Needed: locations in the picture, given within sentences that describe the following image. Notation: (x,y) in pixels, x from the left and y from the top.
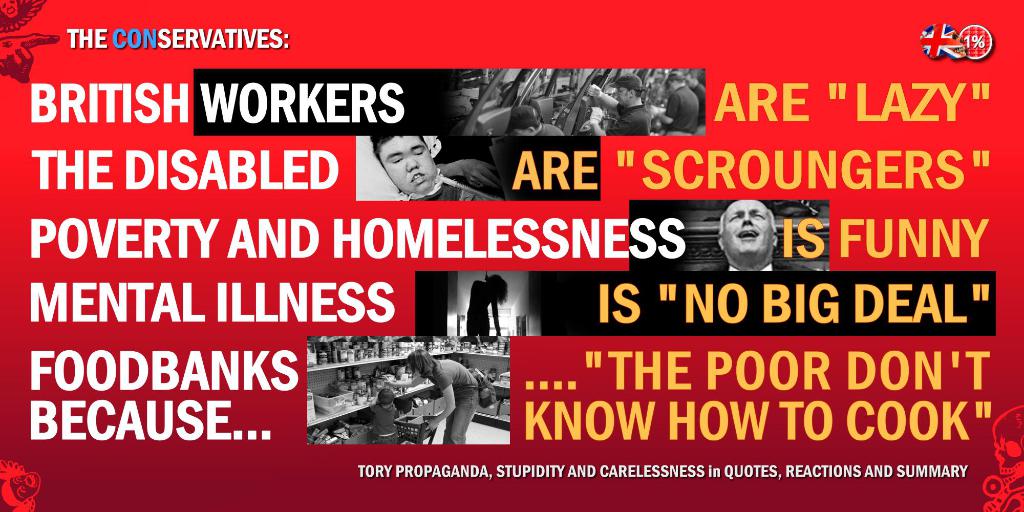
In this picture we can see a poster (634,361), in this poster (618,354) we can see some text (546,159) and five images (463,99), in this image we can see a person (447,389), a kid (378,409) and shelves (329,364), there are some things (354,350) present on these shelves (366,364), in this picture we can see a person (411,173) is lying, in this picture there are four persons (637,95) are standing, there is a logo (986,44) at the right top of the picture (973,54).
